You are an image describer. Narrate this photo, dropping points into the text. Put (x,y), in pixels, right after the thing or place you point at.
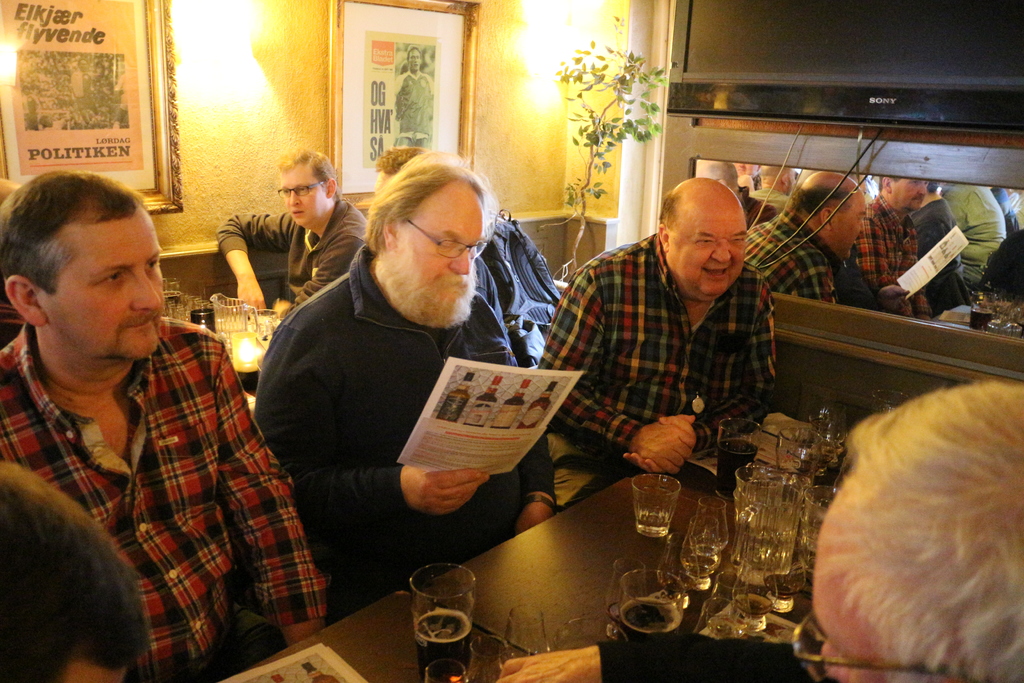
There are group of persons (552,469) sitting in front of a table (571,524) which has some glasses (635,604) and drinks (630,631) on it.
